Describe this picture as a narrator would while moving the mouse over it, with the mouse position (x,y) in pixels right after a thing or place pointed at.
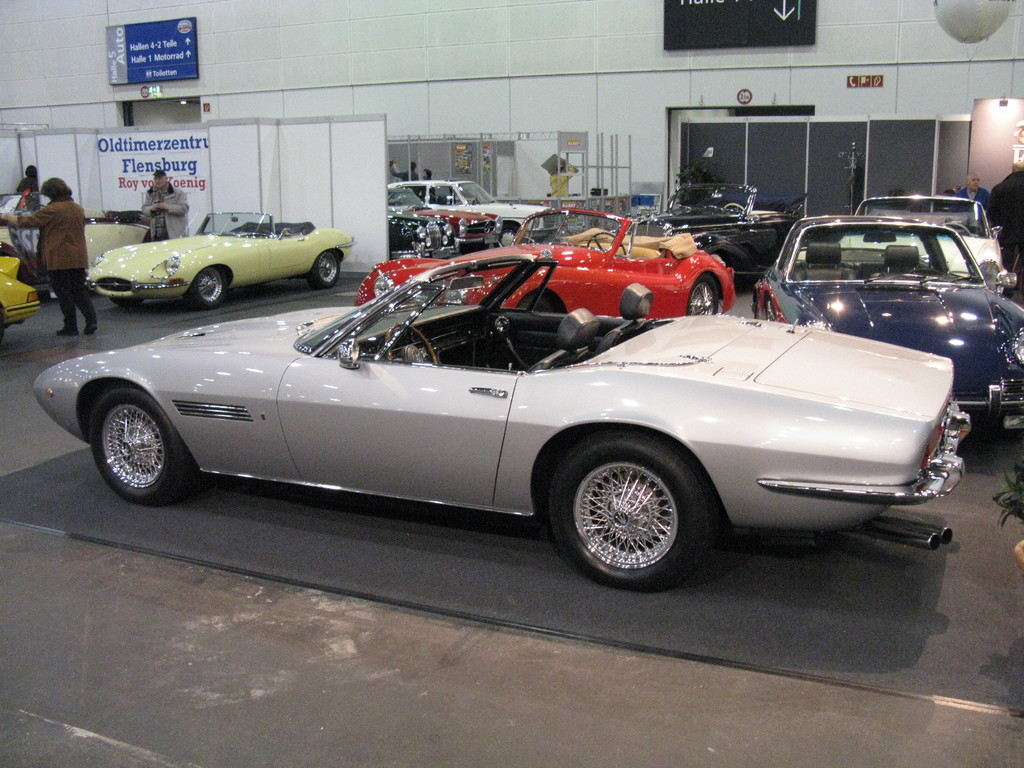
In this image I can see there are persons (182,221) standing and there are cars (638,444) on the ground (993,689). And there is a wall (675,101), to the wall (656,114) there is a text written on the board (157,53). On the side there are rods (603,139).
